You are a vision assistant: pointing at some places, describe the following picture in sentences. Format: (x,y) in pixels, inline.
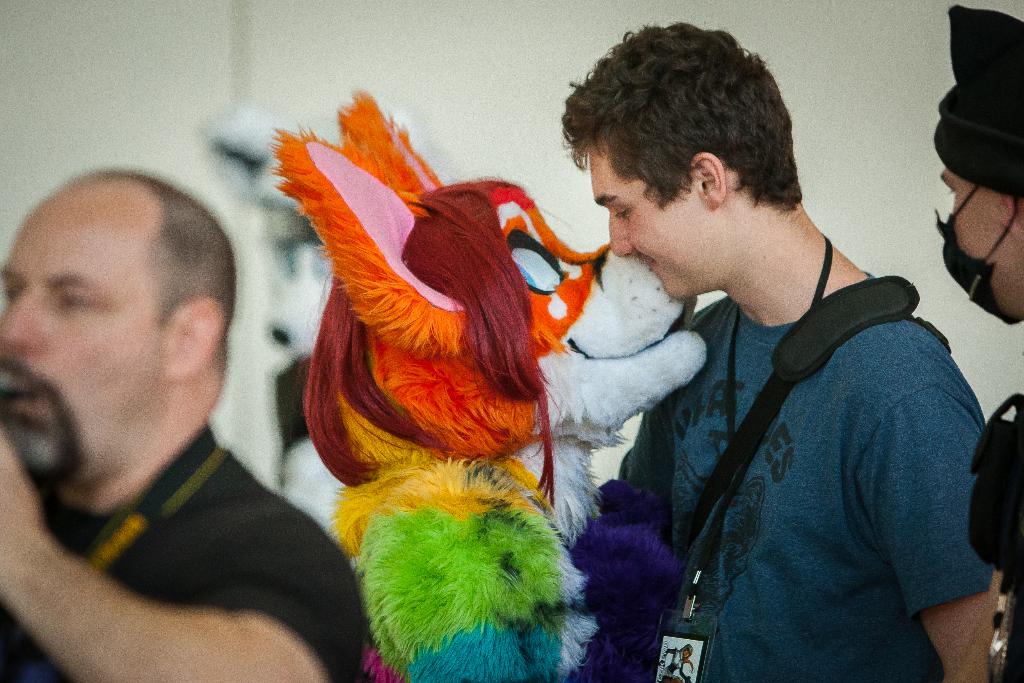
In this image I can see few people (678,255) are standing. Here I can see he is wearing t shirt (828,579) and ID card (672,634). I can also see a orange and white colour soft toy (510,389) and I can see this image is little bit blurry from left side (106,523).
